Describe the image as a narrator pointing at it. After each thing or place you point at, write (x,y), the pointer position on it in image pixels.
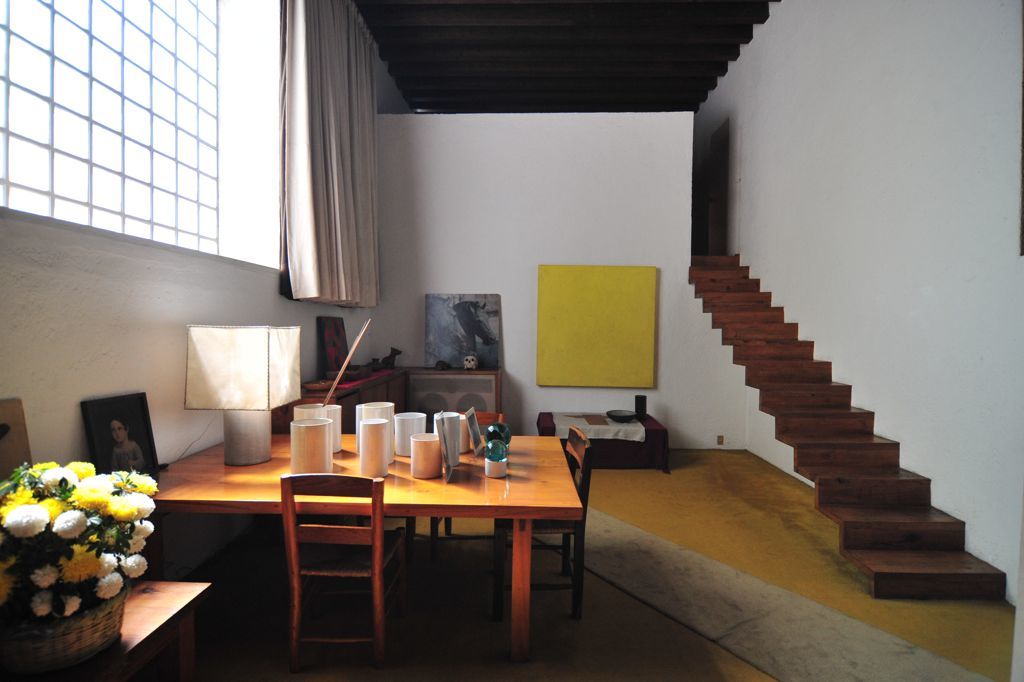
In this picture we can see two tables (183,586) and three chairs (507,546) on the left side (339,534), we can see a basket (91,638) on this table (126,627), there are some flowers (104,505) in the basket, we can see mugs (431,460), a lamp (276,399) and a photo frame (150,423) present on this table (390,492), on the right side (900,537) there are stairs (842,550), in the background (784,306) we can see a wall (510,213), we can see a counter top (443,378), a curtain (344,173) and another table (630,432) in the background (620,432), we can see a cloth (619,434) on this table (616,427), there is a portrait (470,328) in the middle (453,321).
